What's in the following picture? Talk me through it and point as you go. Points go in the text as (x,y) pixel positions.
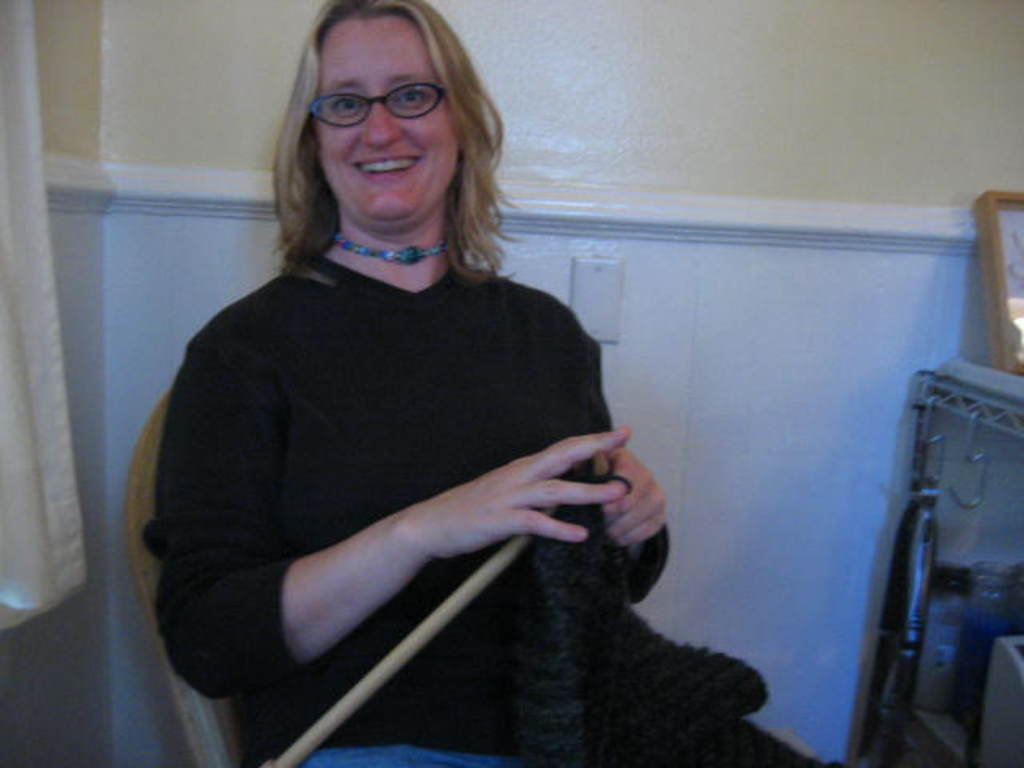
In this picture I can see there is a woman (373,264) sitting on the wooden chair (215,707), she is having glasses (358,117), smiling and necklace (358,250). There is a wall (106,631) in the backdrop (595,245), there are few objects (1017,721) at the right side (896,632) and there is a curtain (23,306) at left side (41,422).
